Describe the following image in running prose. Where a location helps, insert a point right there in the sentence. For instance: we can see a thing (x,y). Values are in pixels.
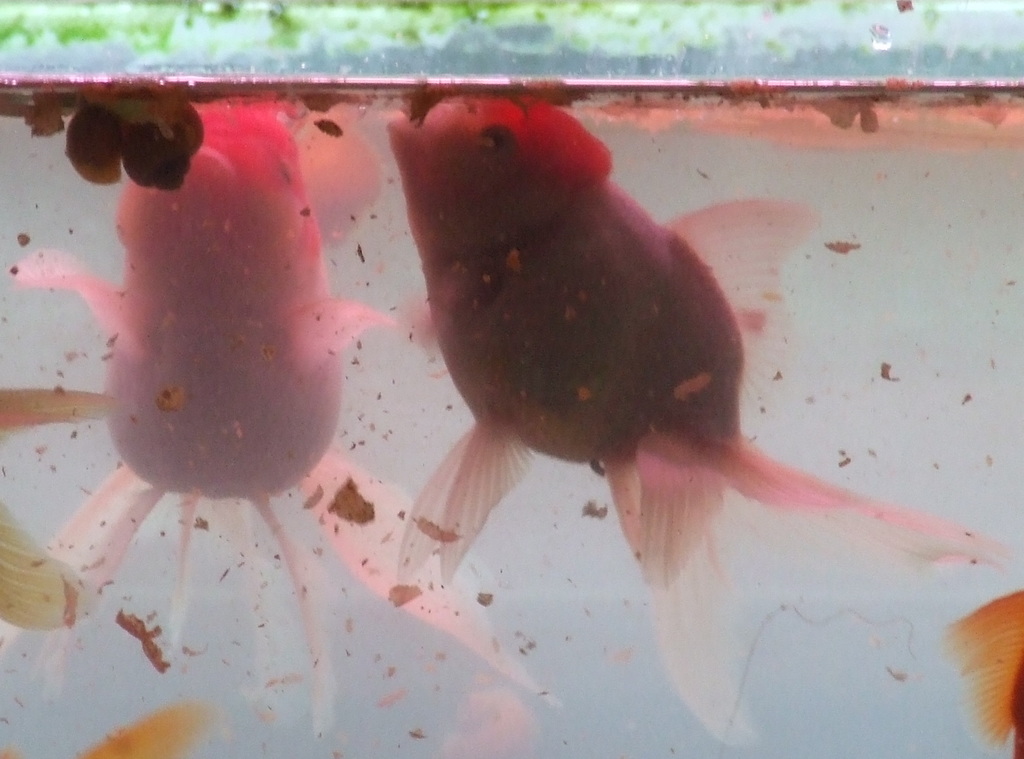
In this image we can see two fish (463,336) in the water (436,396), also we can see some objects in the water (26,147).
